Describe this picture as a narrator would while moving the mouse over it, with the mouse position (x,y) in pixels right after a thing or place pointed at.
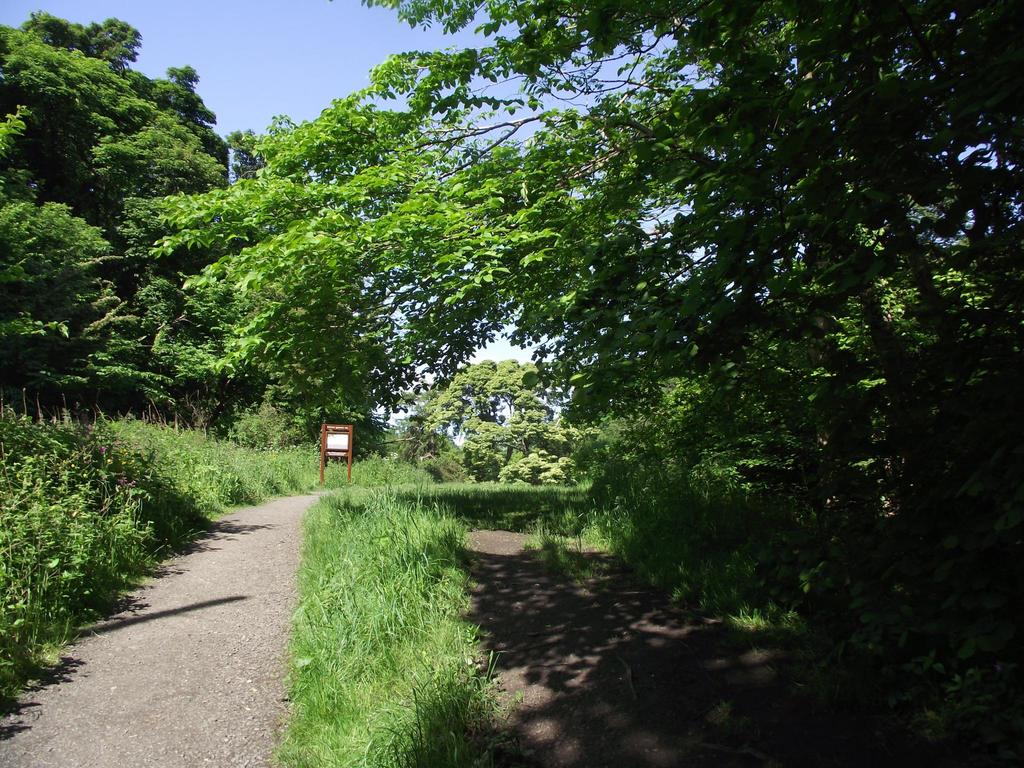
In this image we can see grass (330,613), plants (236,455), path (256,554), ground (513,586), trees (251,354), and an object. In the background (543,124) there is sky (492,57).
